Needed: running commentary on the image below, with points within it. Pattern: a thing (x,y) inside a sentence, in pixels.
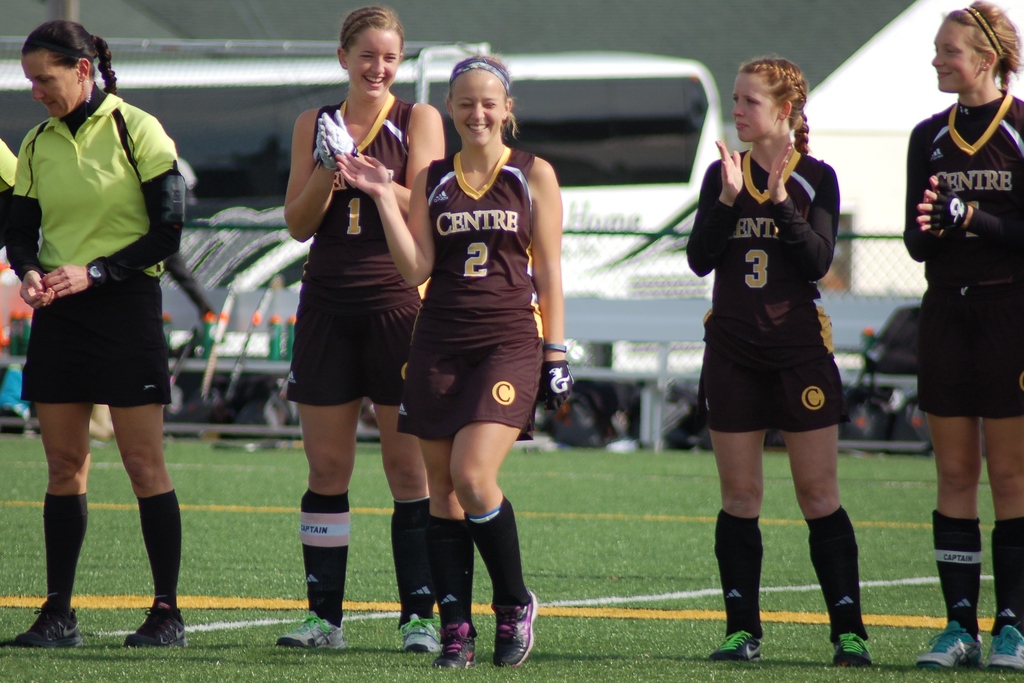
In this image we can see a group of people (488,278) standing and clapping their hands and wearing the same type of dress (759,404). In the foreground of the image (546,581) we can see the grass (695,645).
